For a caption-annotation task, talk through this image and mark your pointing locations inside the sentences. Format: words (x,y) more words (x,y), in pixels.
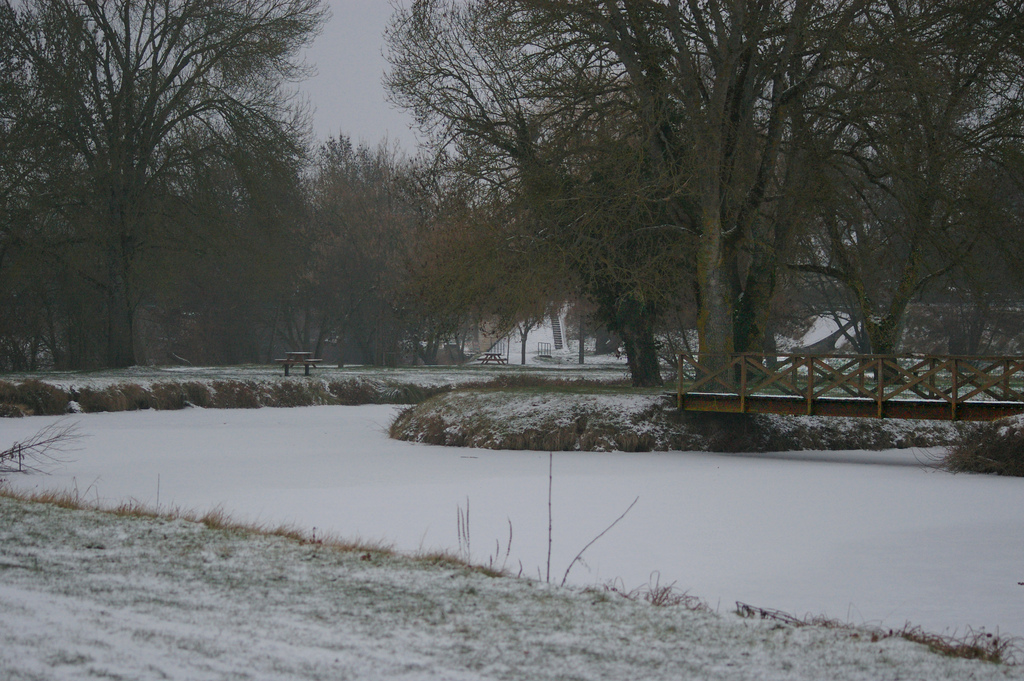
In the foreground of this image (440,600), there is land (609,652), snow (752,552), a bridge (901,402), trees (606,241), few benches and the sky (339,83).
